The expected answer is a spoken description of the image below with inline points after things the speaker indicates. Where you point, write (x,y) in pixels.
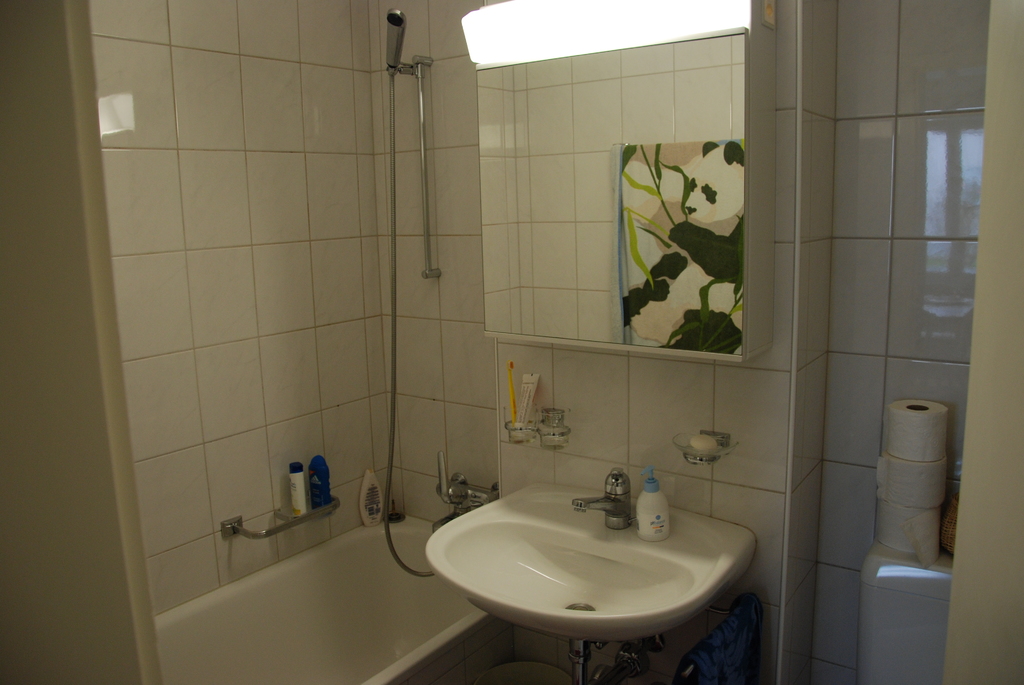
This is the inner view of a bathroom (731,324). In this we can see towels (619,262), hand shower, bathtub (281,627), sink (543,573), taps (619,512), tissue rolls (909,420), mirror (660,337) and some grooming kits (655,503).
